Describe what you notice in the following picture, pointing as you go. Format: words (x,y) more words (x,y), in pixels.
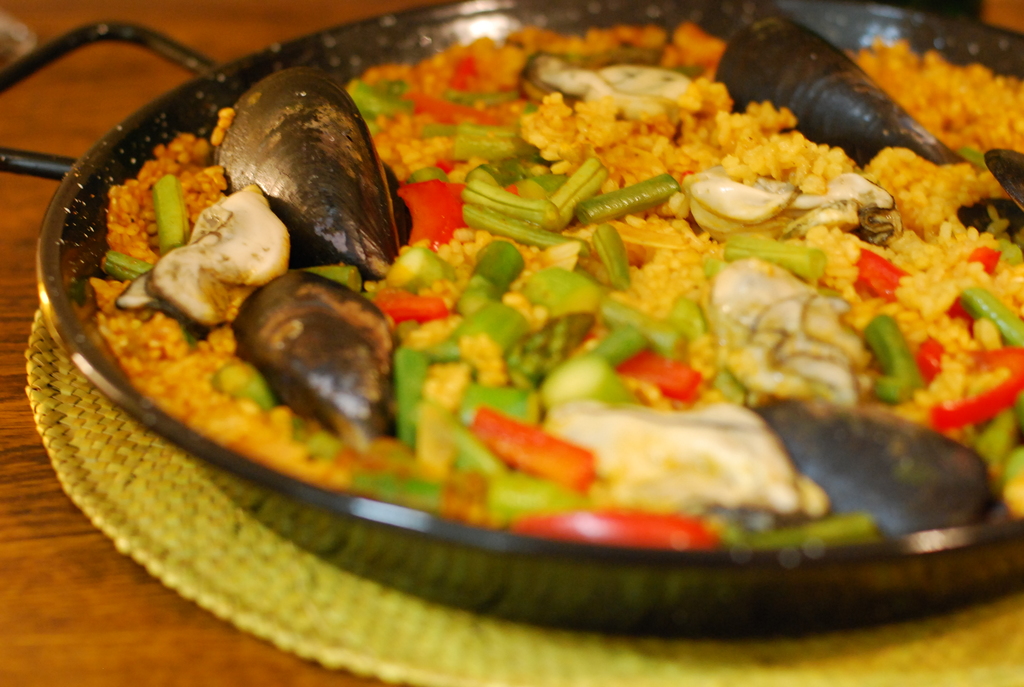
In this image we can see a pan (338,500) on a mat (180,536). And the mat (122,533) is on a wooden surface (80,524). In the pan (361,518) there is a food item (417,273) with vegetables (433,307), shells (922,155) and many other things (908,156).
